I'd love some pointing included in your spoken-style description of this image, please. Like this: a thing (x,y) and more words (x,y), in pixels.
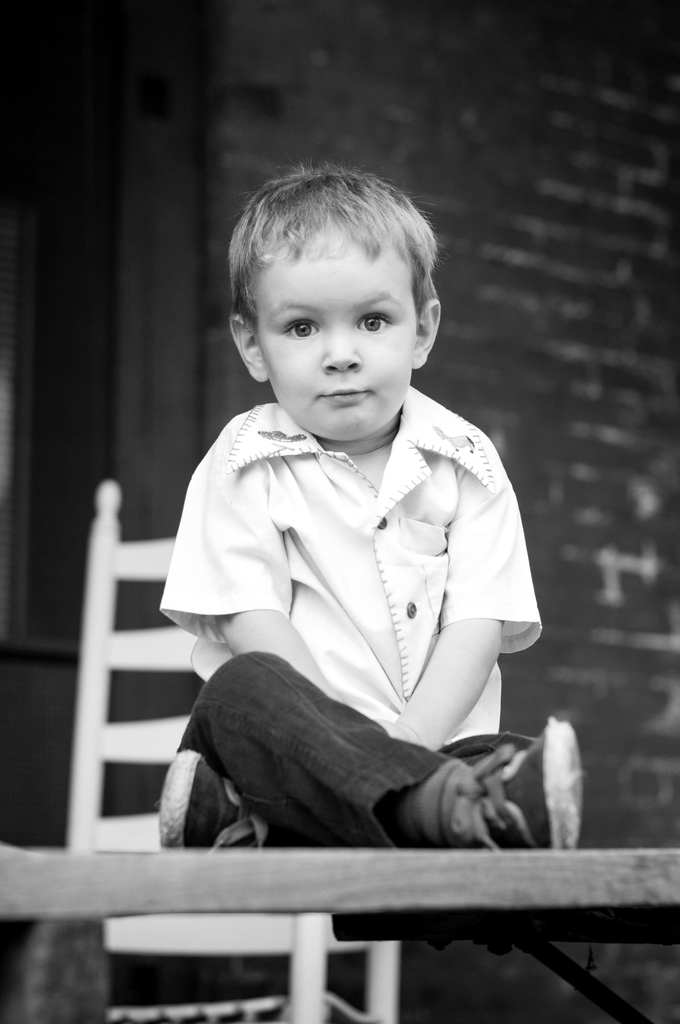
In this picture we can see a boy (365,802) sitting on the table (651,936). We can see a chair (132,841) and a building (503,124) in the background (654,605).
